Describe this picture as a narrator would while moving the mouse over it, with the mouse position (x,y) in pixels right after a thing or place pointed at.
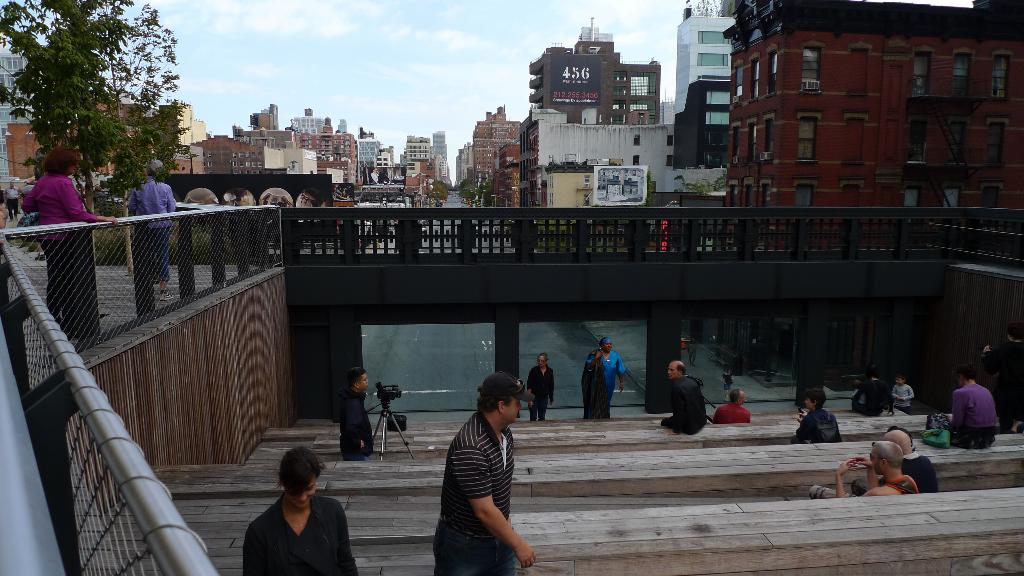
In this image I can see number of people (52,198) were few of them sitting and standing. I can see a man (344,425) standing with his camera (389,388). In the background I can see a tree (46,114) and number of buildings (377,154). I can also see few more trees (478,202) over there. I can see sky (423,50).
